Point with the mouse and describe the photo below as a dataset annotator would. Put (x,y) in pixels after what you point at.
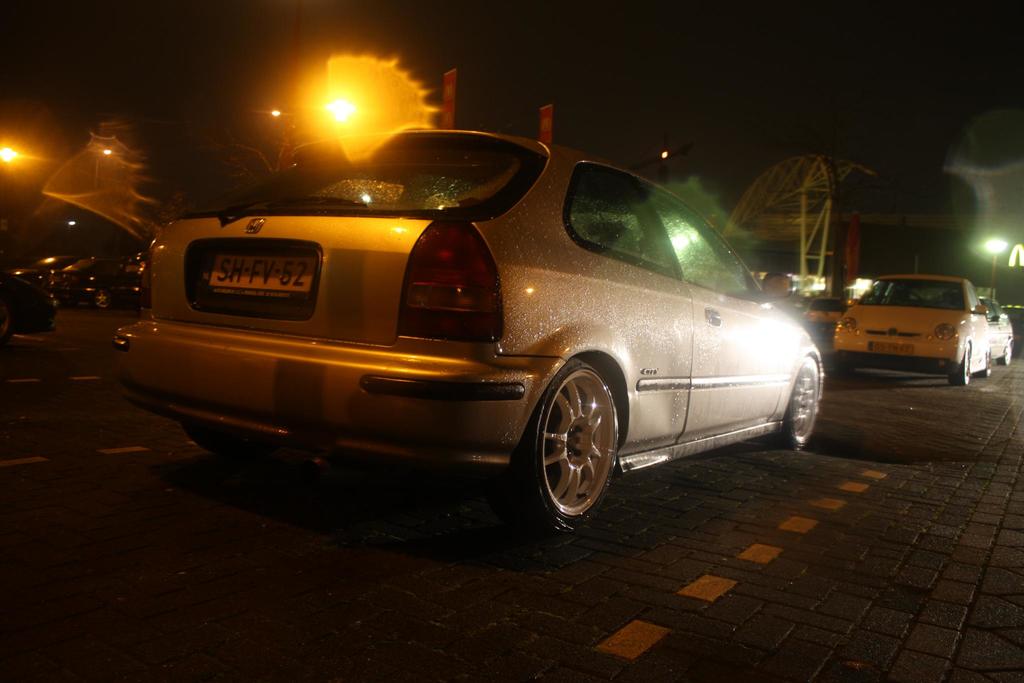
In this image, I can see the cars (489,398) on the road (721,515), lights (327,100), tower crane (802,246) and an object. There is a dark background (491,58).
